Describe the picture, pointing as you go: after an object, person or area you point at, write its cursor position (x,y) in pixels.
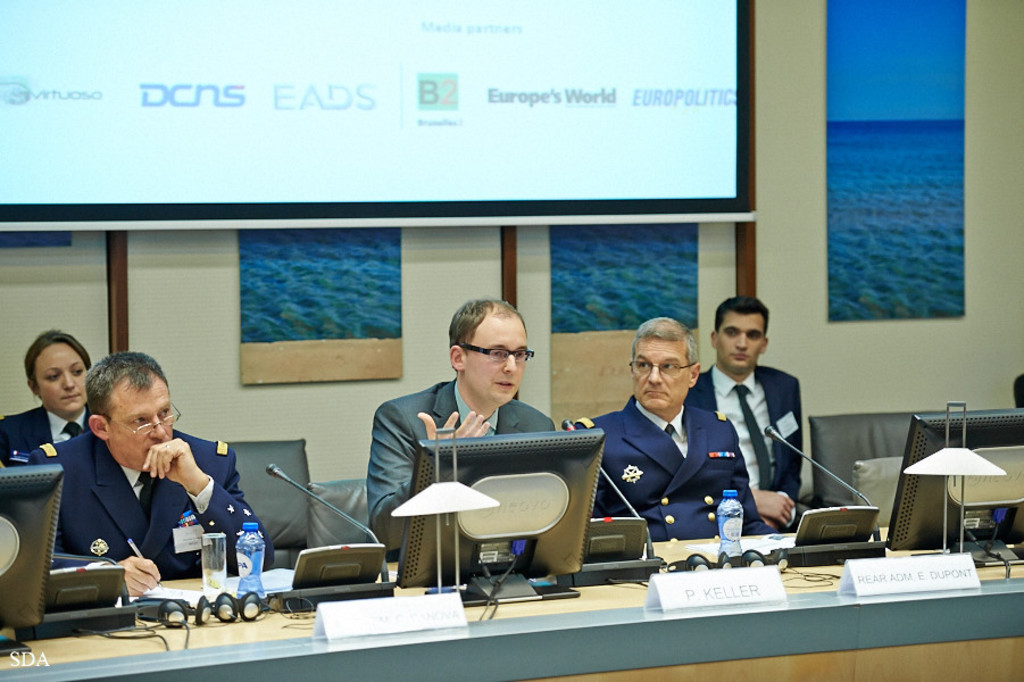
In this image we can see a few people (247,506) sitting on the chairs (324,519), in front of them, we can see a table (319,641), on the table (129,634), we can see the name boards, mics (629,508), bottles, monitors (524,569) and some other objects (331,596), in the background (901,220), we can see some photo frames (264,350) on the wall (305,396), also we can see a screen (553,186) with some text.
